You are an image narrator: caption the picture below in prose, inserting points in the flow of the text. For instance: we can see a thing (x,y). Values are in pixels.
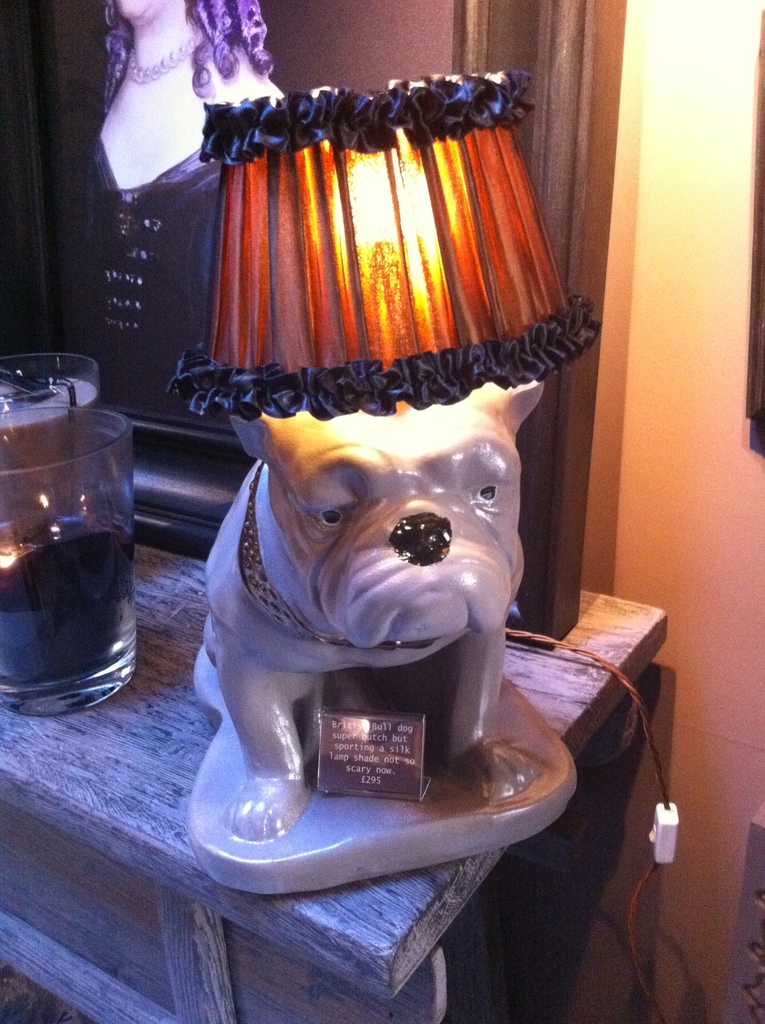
In this image we can see a lamp (257,480), glasses (37,462) placed on the table (88,760). In the background (141,244) we can see a photo frame (89,197) and a switch (673,847).
